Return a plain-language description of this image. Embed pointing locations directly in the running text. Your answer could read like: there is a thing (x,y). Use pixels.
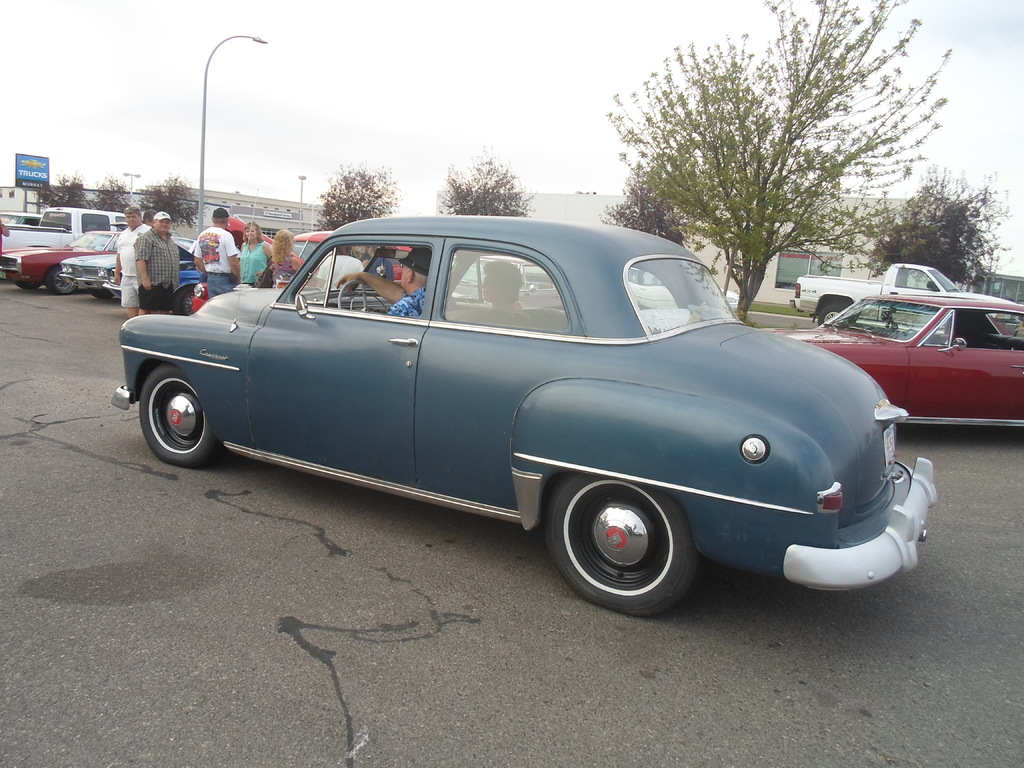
In this image, there are cars (695,289) on the road (507,602). I can see a group of people (165,237) standing and two persons (493,280) sitting in a car (450,290). In the background (277,207), there are trees (71,194), buildings (262,206), poles (200,194), a street light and the sky (306,131). On the left side of the image (17,182), I can see a hoarding (33,180).
